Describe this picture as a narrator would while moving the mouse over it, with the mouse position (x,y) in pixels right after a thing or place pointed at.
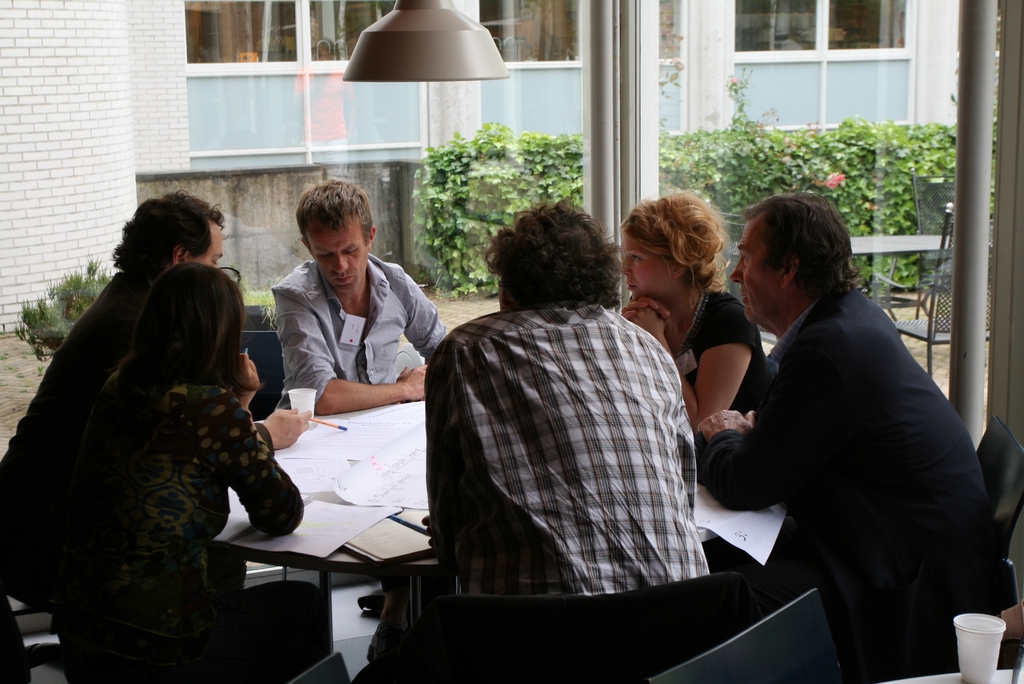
It is a picture inside a house (397,441), there is a table (358,490) and on the table (364,458) there are plenty of papers (389,451) and around the table (343,463) a group of people (141,327) are sitting they are discussing with each other, above that there is a light (420,16), behind them on another table (944,683) there is a cup (981,650), in the background (150,76) there is a wall (62,92), another house (299,157) and in front of that there are some plants (756,156).
